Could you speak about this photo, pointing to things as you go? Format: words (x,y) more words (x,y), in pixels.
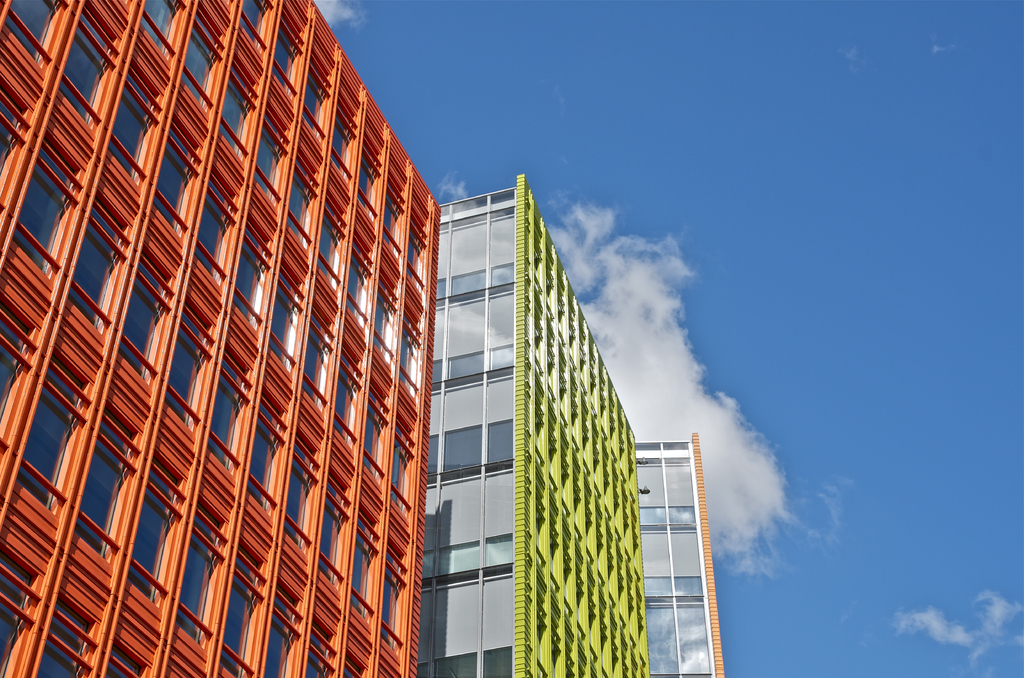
In the foreground of this image (487,579), there are buildings (455,516). On the right top side (859,87), there is the sky (772,158) and the cloud (629,363).
